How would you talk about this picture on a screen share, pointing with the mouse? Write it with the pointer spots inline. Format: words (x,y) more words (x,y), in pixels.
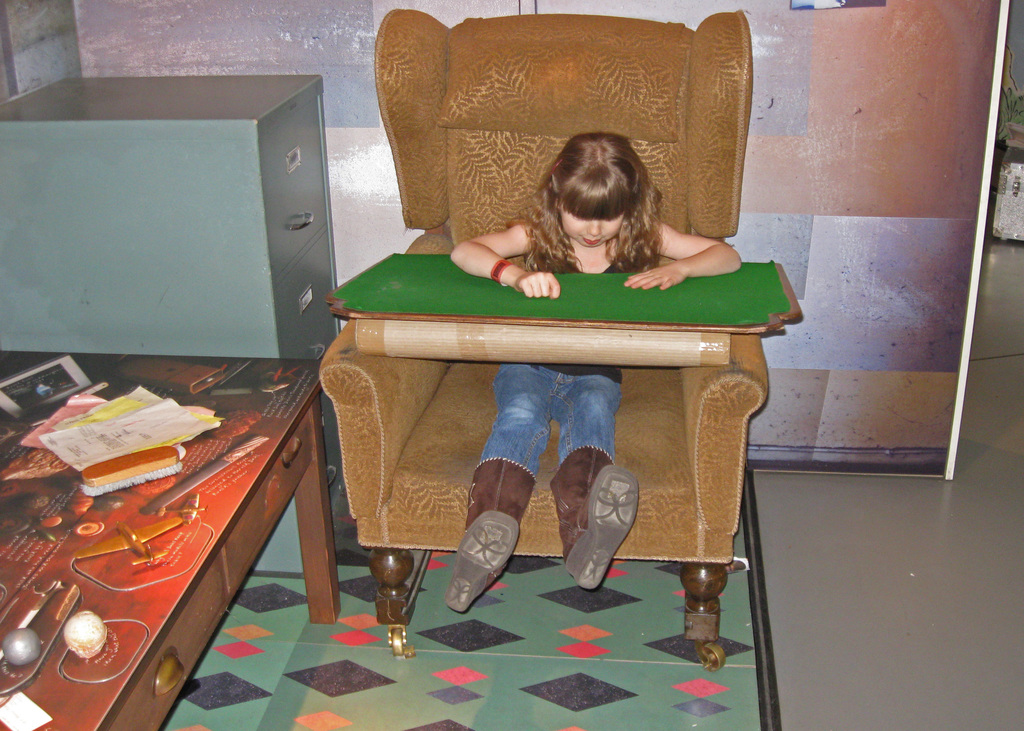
This girl (582,184) is sitting on a couch (461,534). In-front of this girl (728,263) there is a green color board (539,306). This is a cupboard (269,156). On a table (235,458) there is a brush (119,485) and papers (163,432). Wall (299,19) is colorful.
